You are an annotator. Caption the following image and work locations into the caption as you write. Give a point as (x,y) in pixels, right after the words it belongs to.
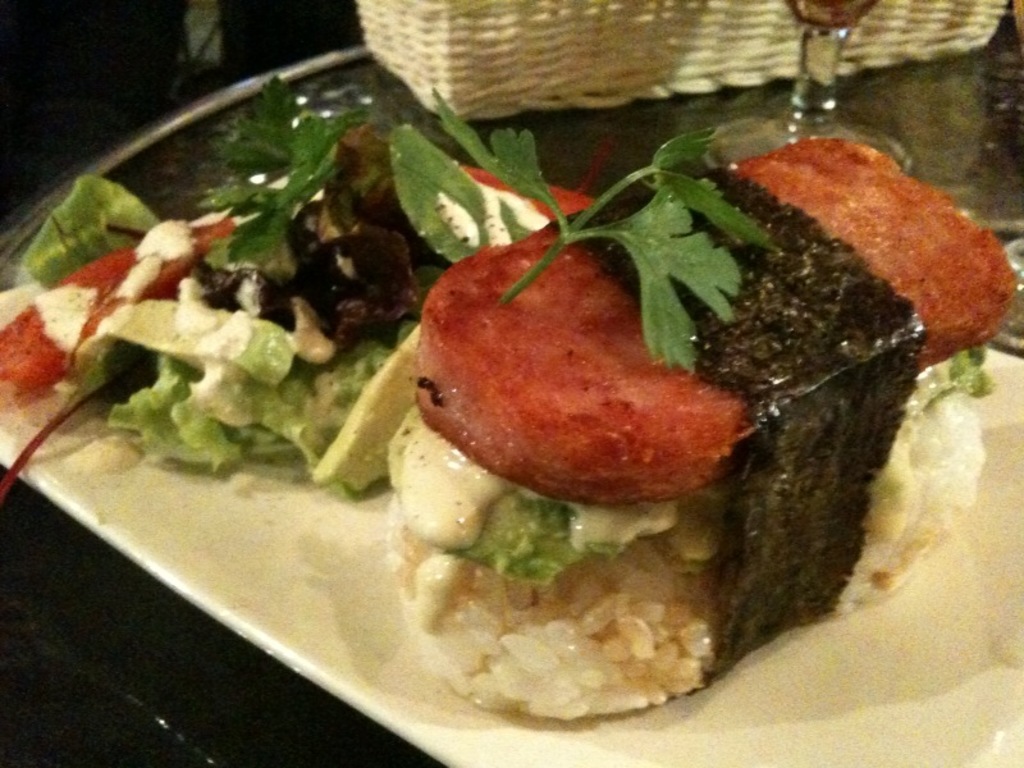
In the picture I can see food items (512,430) in a tray (323,566). I can also see a glass (796,115), a basket (522,101) and some other objects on a dark surface (206,625).
